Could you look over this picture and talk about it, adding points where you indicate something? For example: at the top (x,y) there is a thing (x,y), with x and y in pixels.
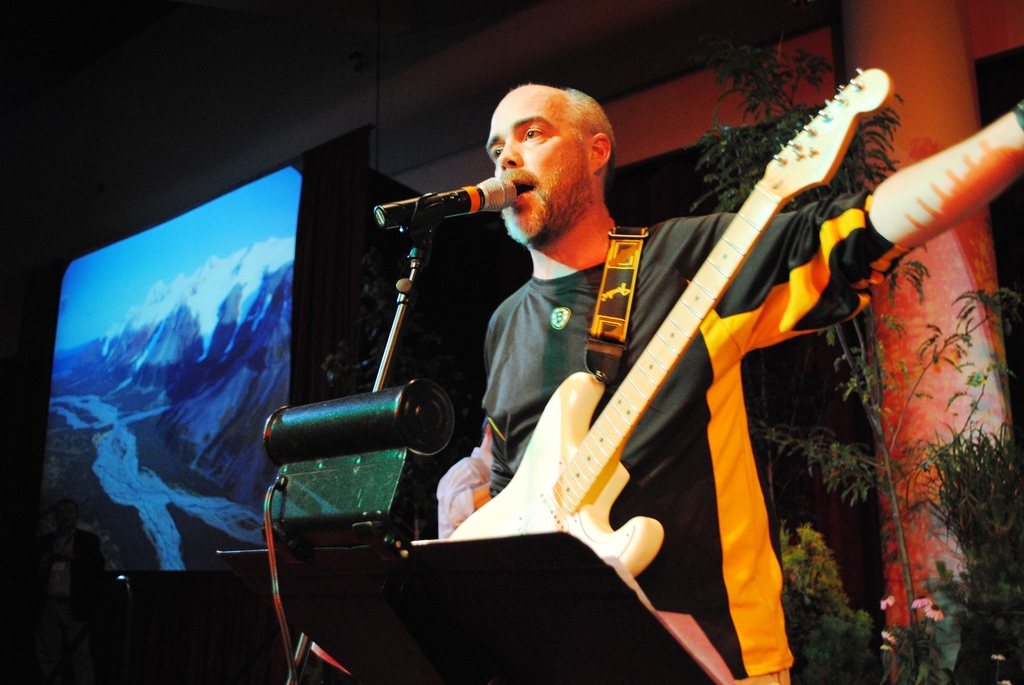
Here is a man (737,533) who is wearing black and yellow color shirt (725,568) he is wearing a guitar (531,441) around his shoulder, he is singing a song there is a mike (389,224) in front of his mouth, there is a table (481,658) in front of him with some music notations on it, behind this person (678,569) there is a plant (813,523), a wall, beside the wall (276,148) there is a screen (205,231) and there is another person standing in front of that screen (125,494).
